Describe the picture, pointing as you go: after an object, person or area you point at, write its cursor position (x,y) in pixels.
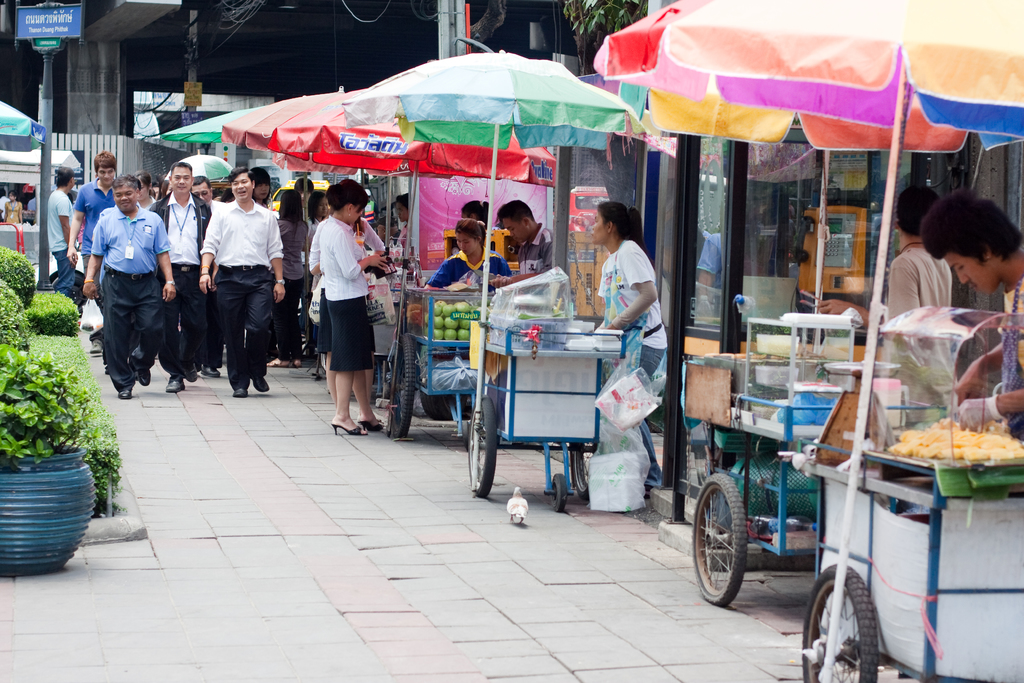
In this image we can see trolleys (405,420), people (169,197) walking on the road (206,456), we can see flower pots (12,488), shrubs (73,431), umbrellas (644,121), board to the pole (43,237) and the building (173,85) in the background (120,80).
